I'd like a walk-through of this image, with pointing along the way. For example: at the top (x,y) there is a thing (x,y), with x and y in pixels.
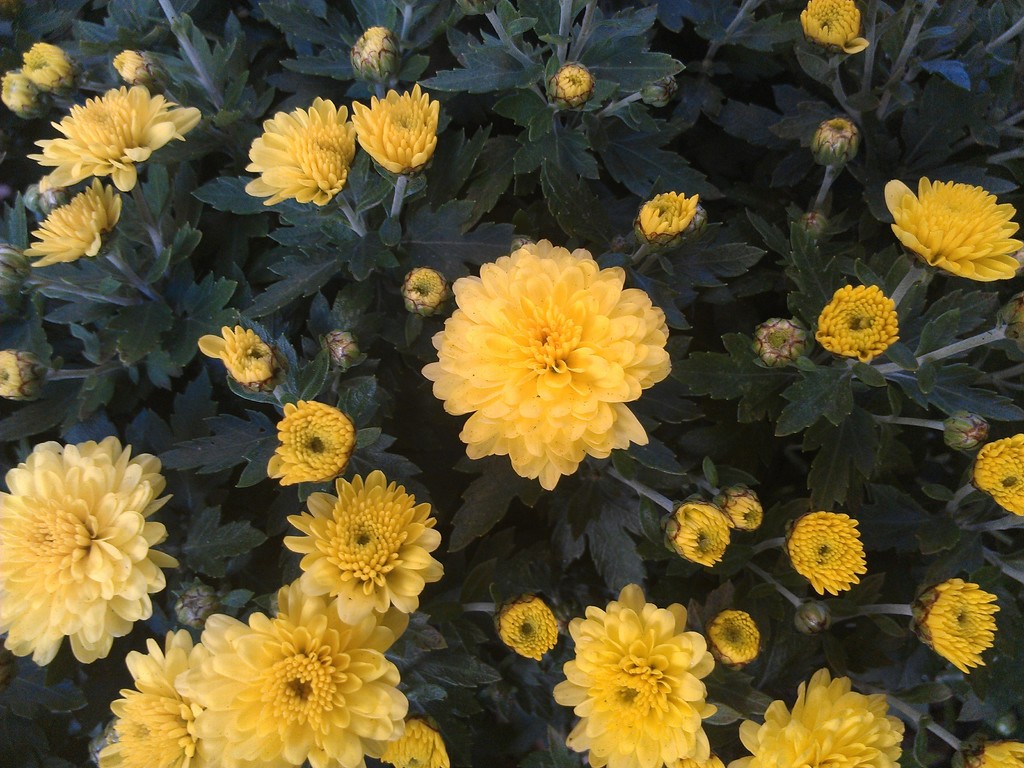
In this picture there are many yellow color flowers (536,433) on the plant (307,365).
